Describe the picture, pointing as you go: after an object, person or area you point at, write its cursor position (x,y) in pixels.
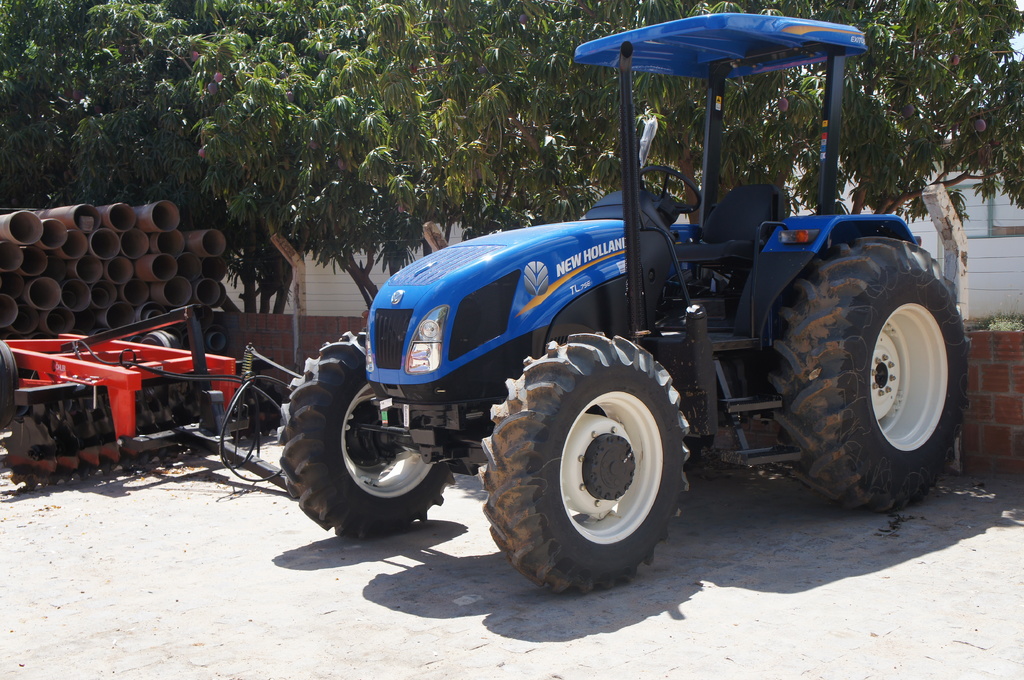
In this image we can see a tractor (567,386). Near to the tractor (330,349) there is a brick wall (987,402). Also we can see some other object (122,413). And there are pipes (147,230). In the back (407,127) there are trees (906,156) with fruits (216,88).
